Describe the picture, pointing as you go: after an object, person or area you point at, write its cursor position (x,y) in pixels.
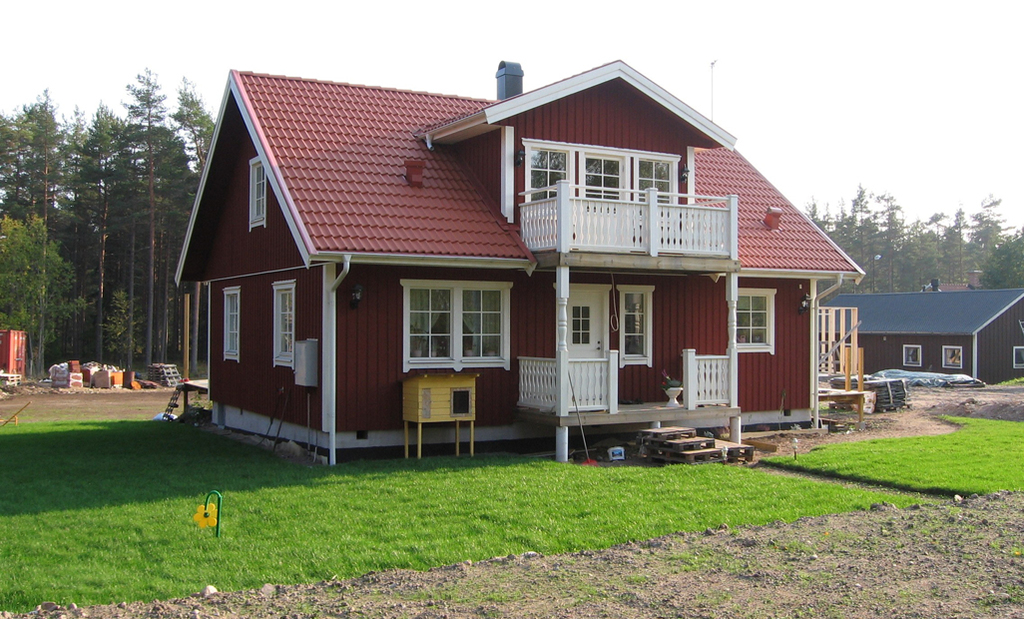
This is grass (300,513). Here we can see houses (922,323). In the background (994,272) there are trees (988,260) and sky (729,94).
